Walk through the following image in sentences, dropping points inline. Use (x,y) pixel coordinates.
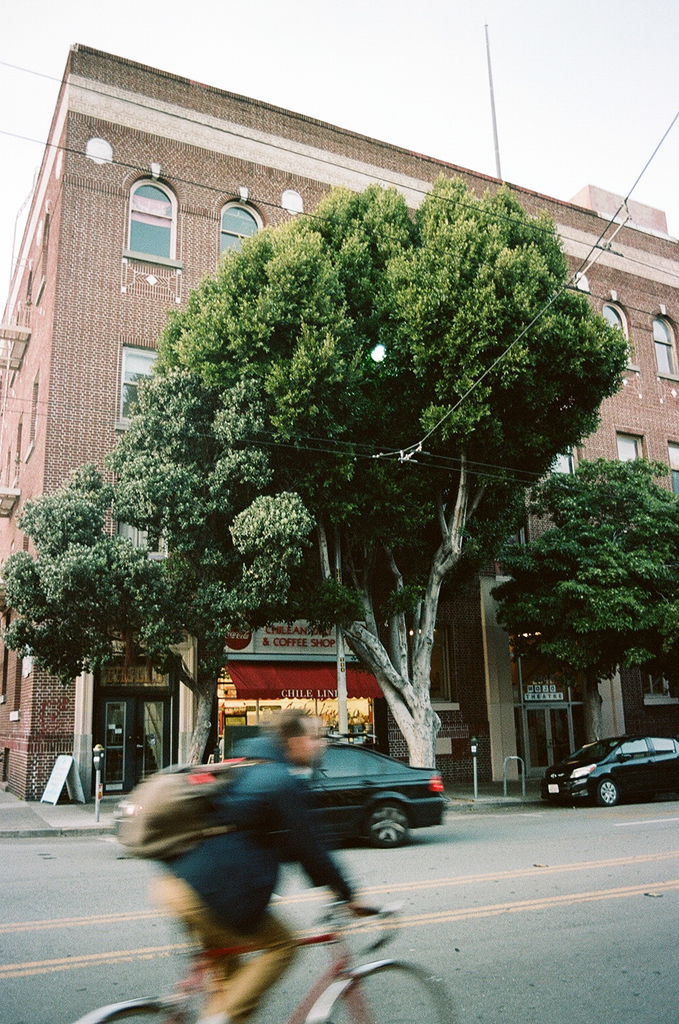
Here we can see that a person (223,795) is travelling on the bicycle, and in front here is the tree (348,480), and here is the building (92,202), and here the car (403,789) is travelling on the road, and here are wires (445,458) and at above there is the sky (431,98).
